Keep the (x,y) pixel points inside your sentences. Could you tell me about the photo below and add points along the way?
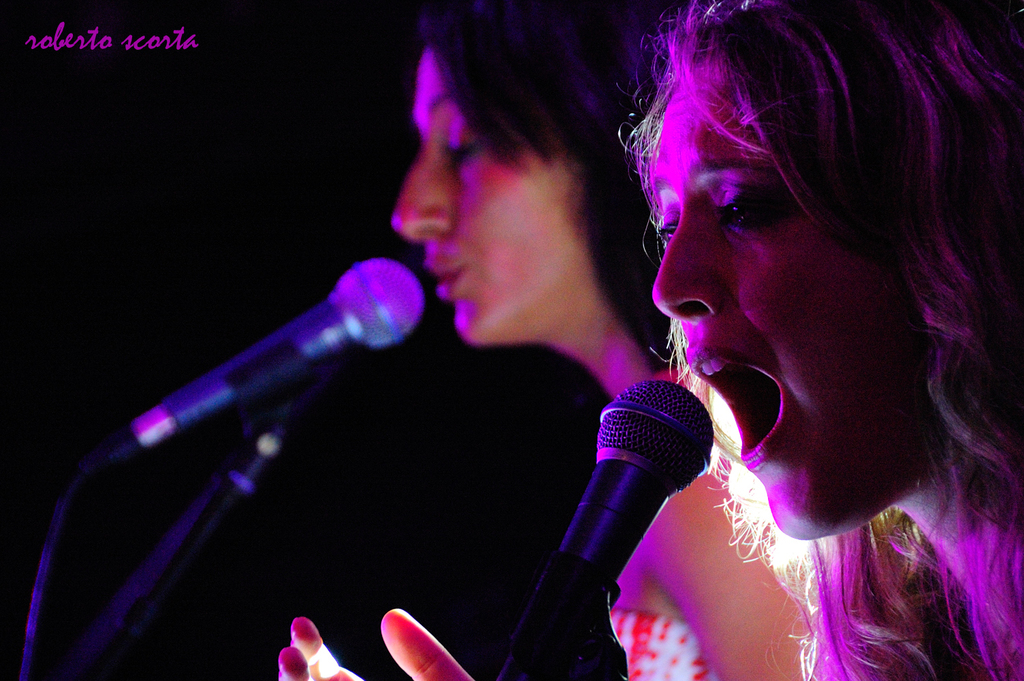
In this image there are women (585,367) on the right side (718,453). In front of the women (795,466) there are mics (618,564), and the woman (845,433) in the front (871,468) is singing.
